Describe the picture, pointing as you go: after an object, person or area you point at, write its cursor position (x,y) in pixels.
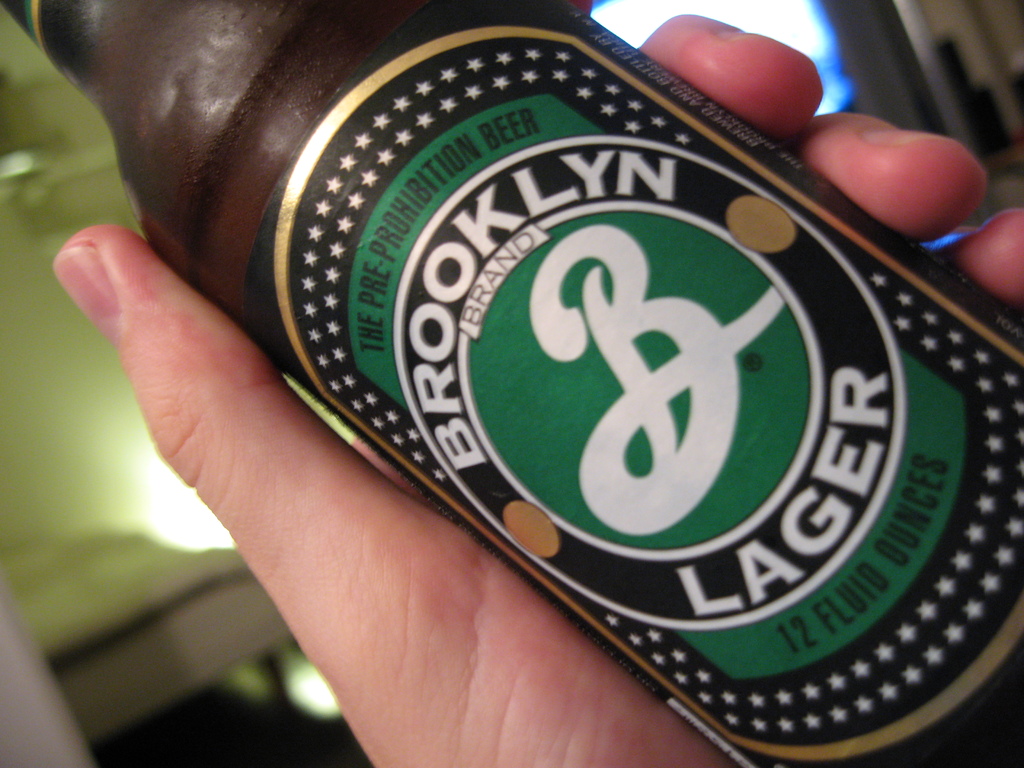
In the picture we can see a person hand (970,197) holding a beer bottle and label (830,286) on it with a name Brooklyn lager.
